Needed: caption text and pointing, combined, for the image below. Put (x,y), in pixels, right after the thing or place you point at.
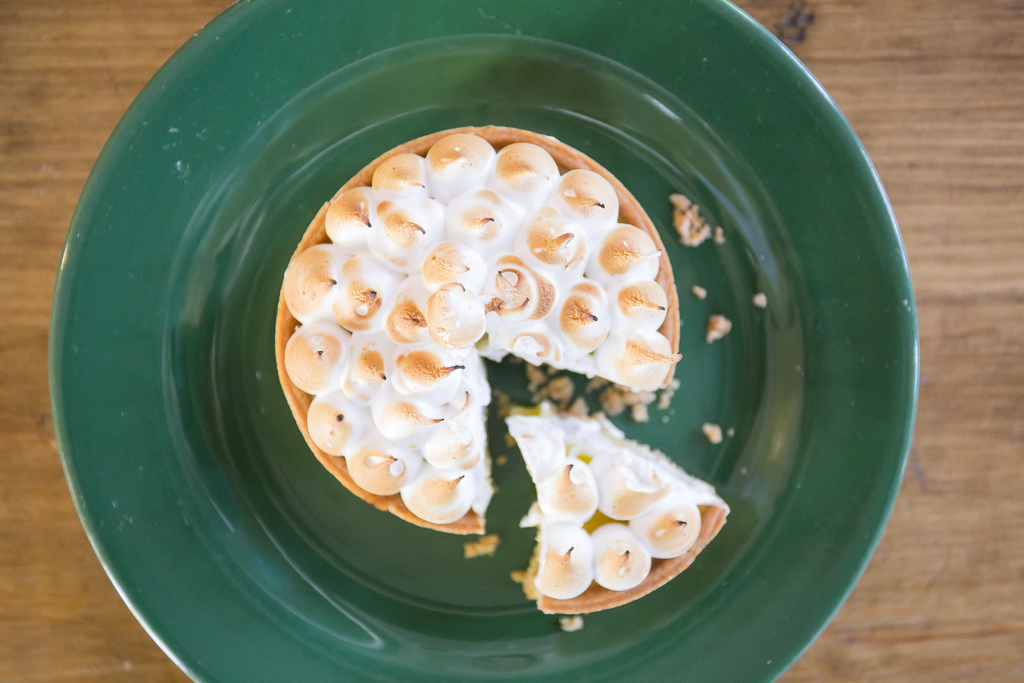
This is the plate (204,547), which contains a cake (385,290). This plate (727,383) is dark green in color. I think this is the wooden board (953,497).
